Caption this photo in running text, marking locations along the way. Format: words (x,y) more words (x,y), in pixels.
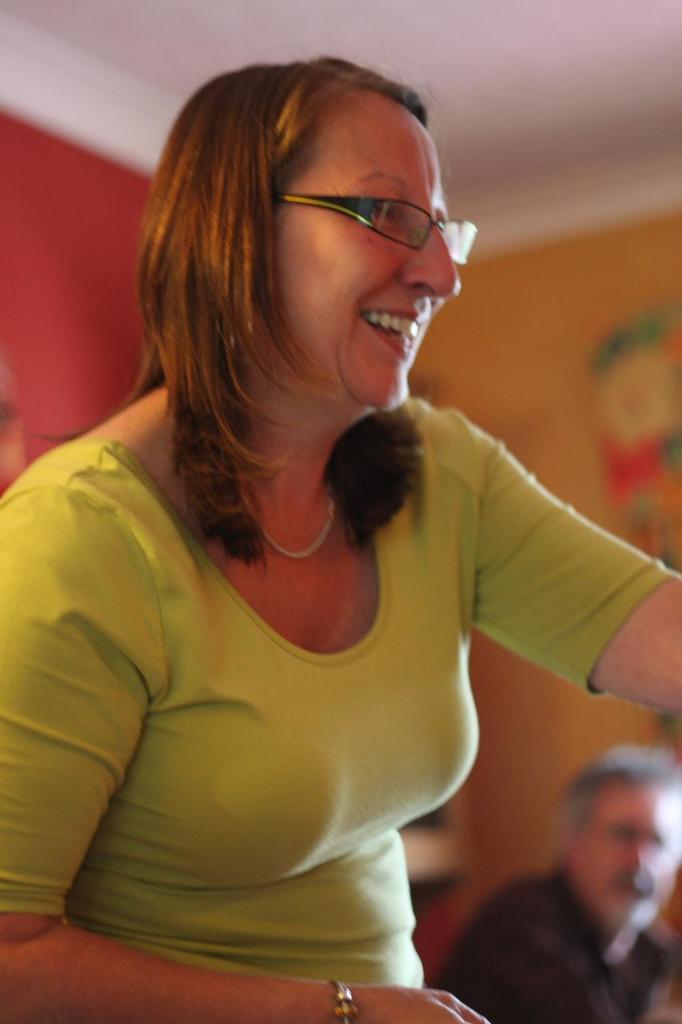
In this picture I can observe a woman (247,573). She is wearing green color T shirt (243,793) and spectacles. This woman (290,372) is smiling. On the right side (614,936) there is another person (578,899). In the background (538,715) I can observe red and yellow color walls (489,351).
